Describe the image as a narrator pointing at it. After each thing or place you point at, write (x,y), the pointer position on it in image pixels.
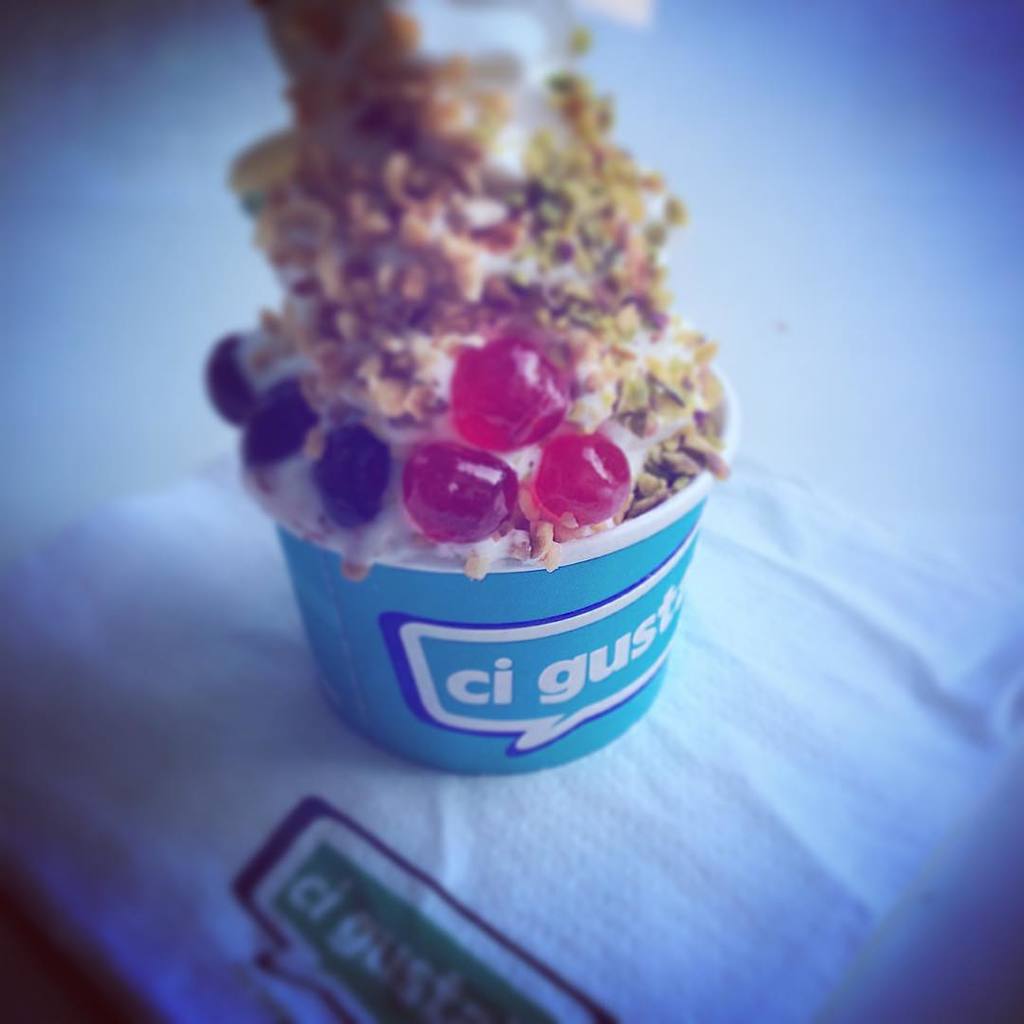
In this image we can see an ice-cream (468,351) on the white color surface (684,823).
